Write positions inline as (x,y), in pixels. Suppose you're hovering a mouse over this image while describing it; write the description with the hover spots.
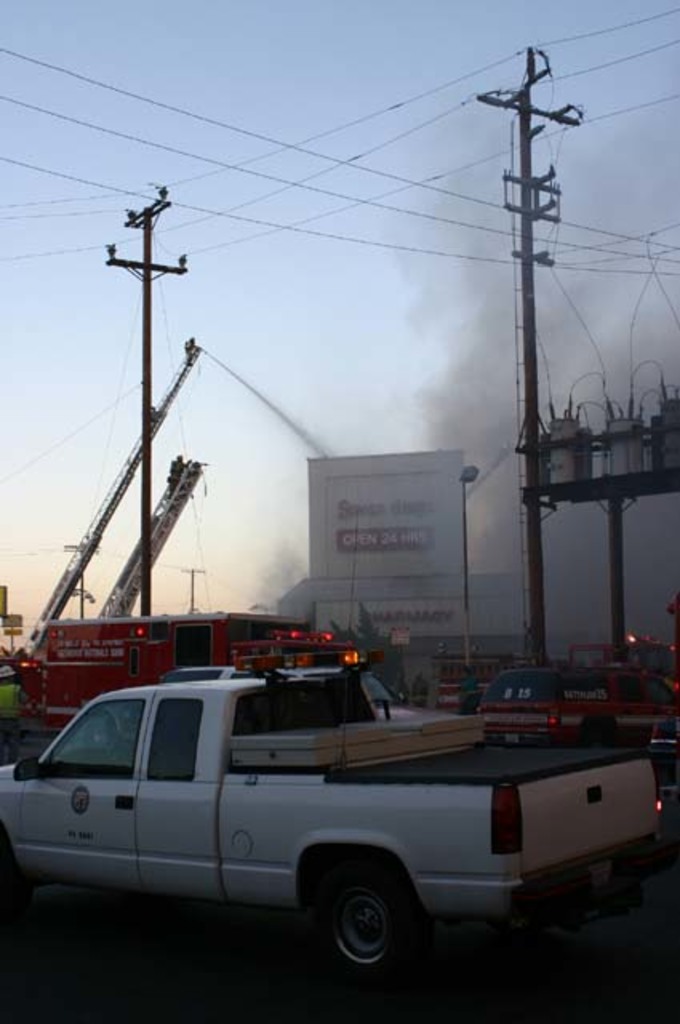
In this image there are cars (350,752) and a fire truck (109,633), in front of the fire truck (161,412) there is a billboard (321,473), electric poles (535,524) with cables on it and transformers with cables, behind the billboard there are buildings (337,585) and sign boards (16,623).
